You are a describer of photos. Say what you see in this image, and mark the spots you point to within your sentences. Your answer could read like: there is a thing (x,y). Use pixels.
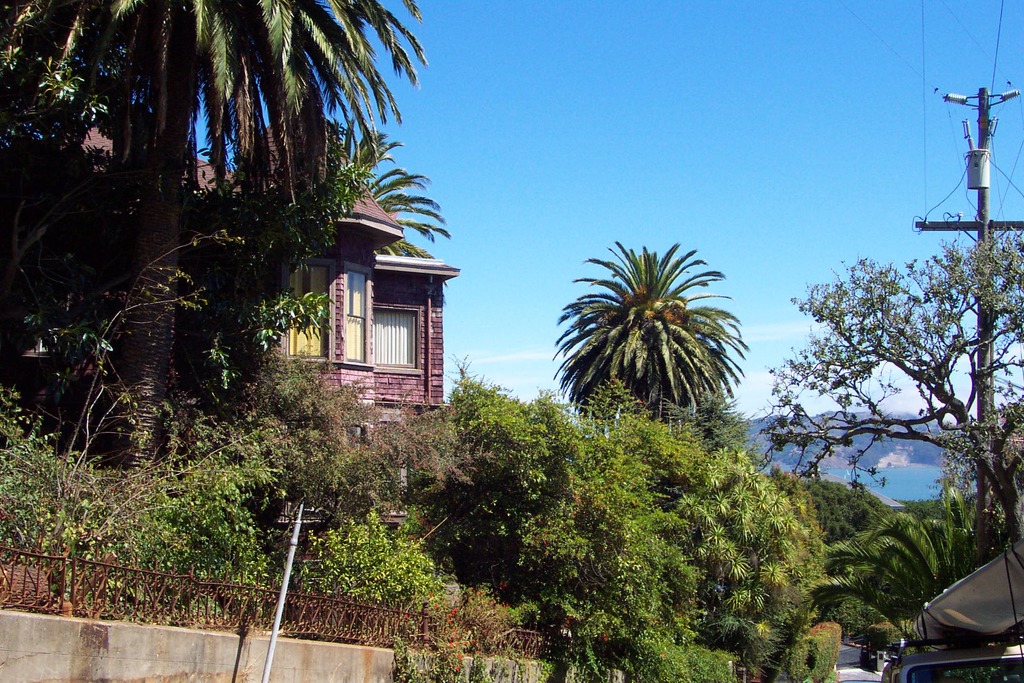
In this picture there is a house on the left side of the image (289,345) and there are trees (815,605) in the image, there is a pole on the right side of the image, there is a car (1001,676) at the bottom side of the image (932,669).
